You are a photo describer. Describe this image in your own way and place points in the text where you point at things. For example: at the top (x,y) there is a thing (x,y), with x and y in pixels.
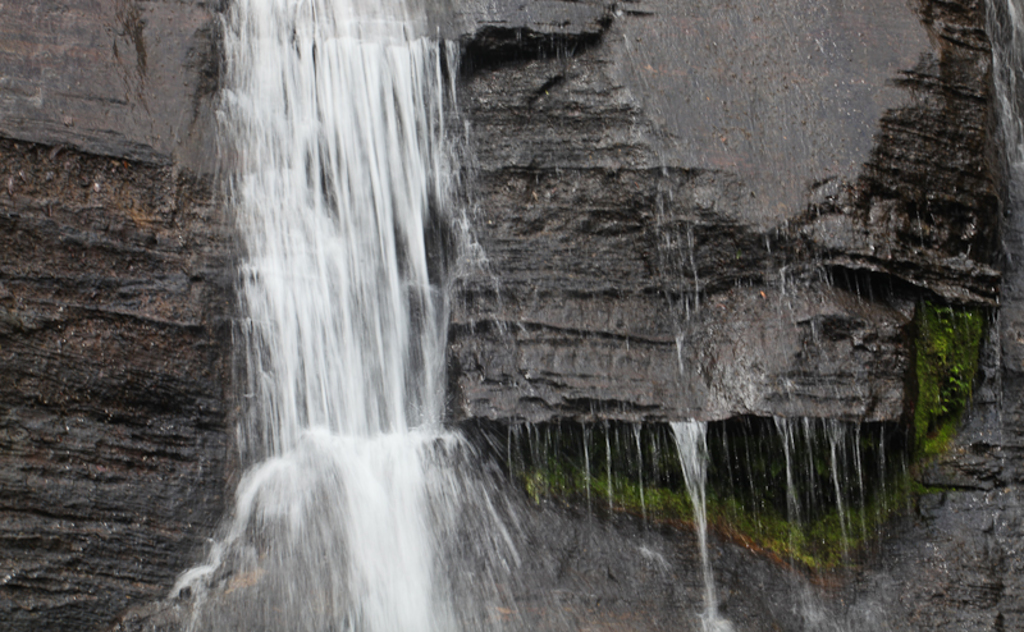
In this image we can see the waterfalls (334,424).
